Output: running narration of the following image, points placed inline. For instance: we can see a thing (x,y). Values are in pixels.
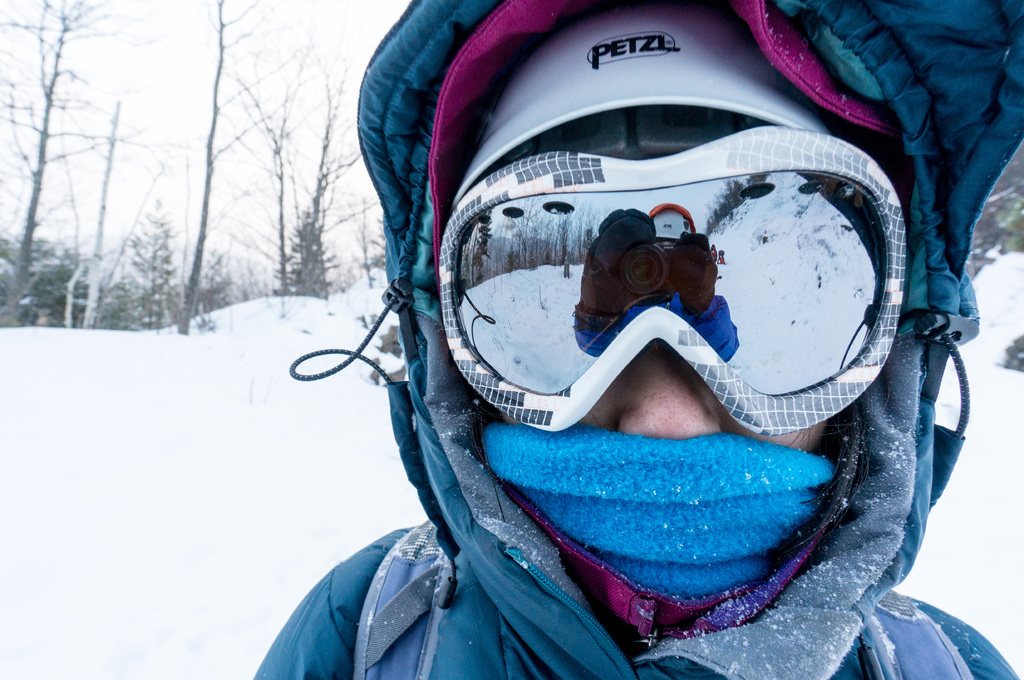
In this image there is a person (847,639) wearing a jacket (921,145) and ski goggles (672,173), in the background (137,322) there is snow (985,475) and trees (200,223).
